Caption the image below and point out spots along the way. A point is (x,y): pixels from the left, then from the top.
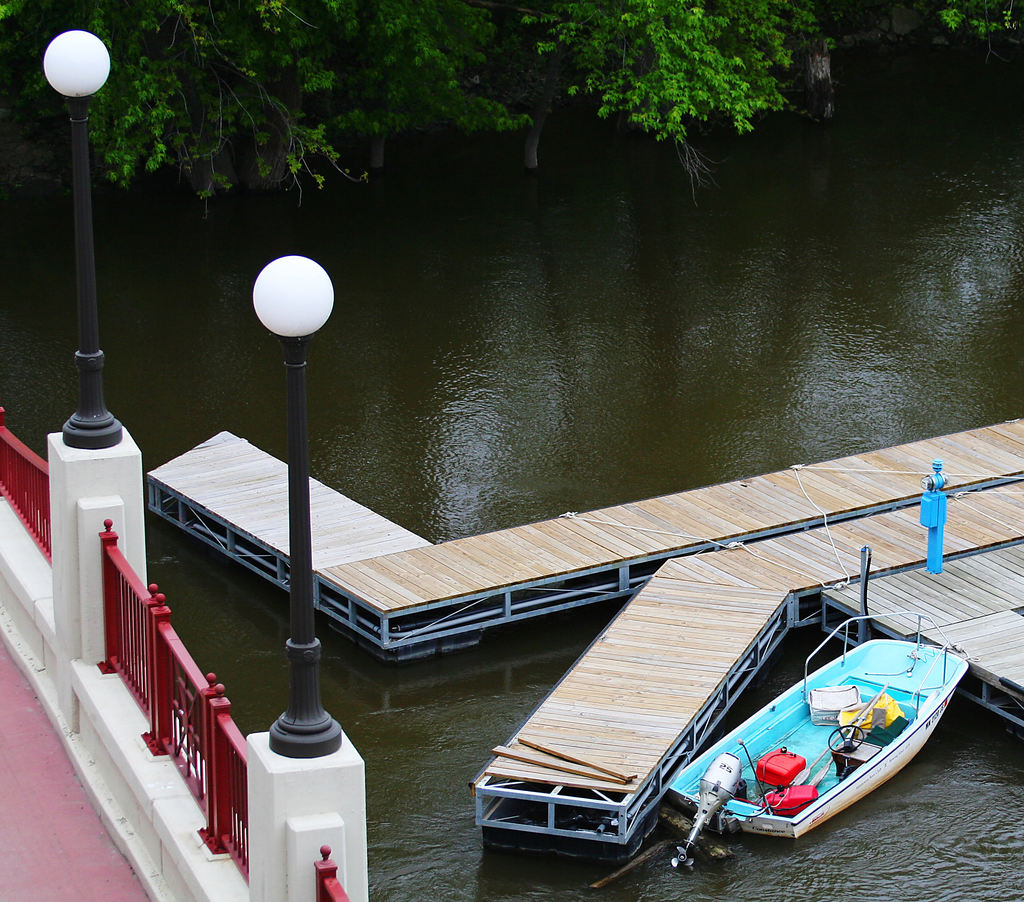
In this image we can see a boat (821,733) placed on water (465,680) beside a deck (608,698). On the left side of the image (223,798) we can see a metal railing (131,650) group of poles (301,410), lights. In the background (444,23), we can see a group of trees (639,123) and water (660,433).
